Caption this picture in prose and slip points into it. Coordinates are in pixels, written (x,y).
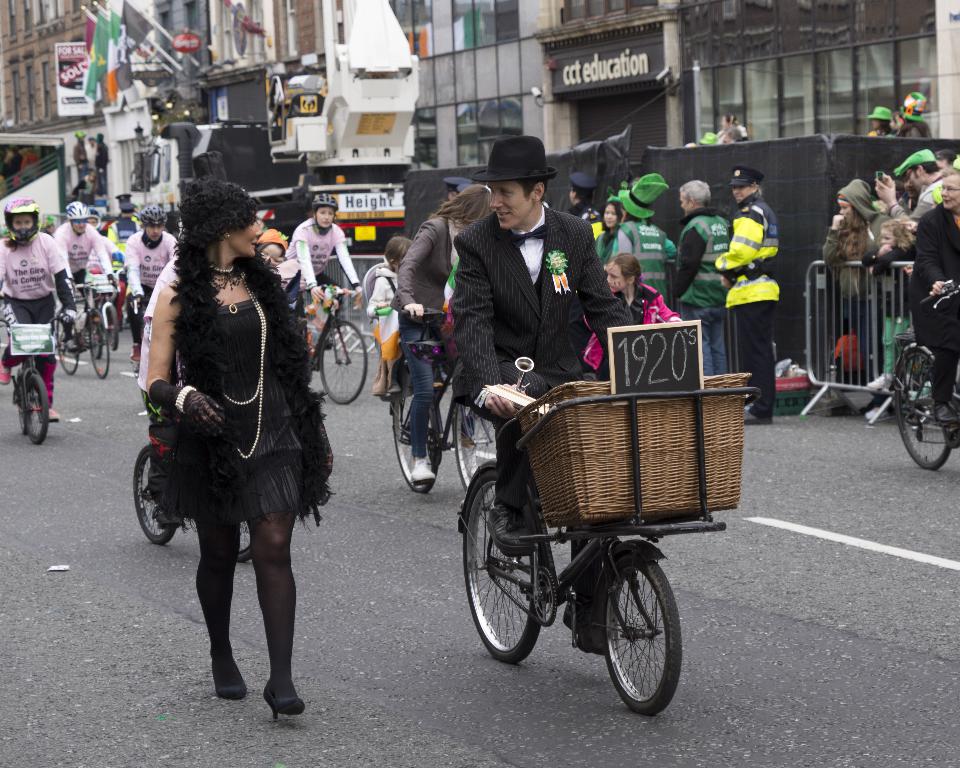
In the background (141,302) there are a five people (144,275) who are riding a bicycle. In front (497,195) there is a man (506,146) wearing a suit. He is also riding a bicycle (490,628) and he is talking with this gorgeous woman (226,185) who is walking on a road (70,488) as well. There is a group of people (644,231) who are observing and capturing images on a phone (881,174).
